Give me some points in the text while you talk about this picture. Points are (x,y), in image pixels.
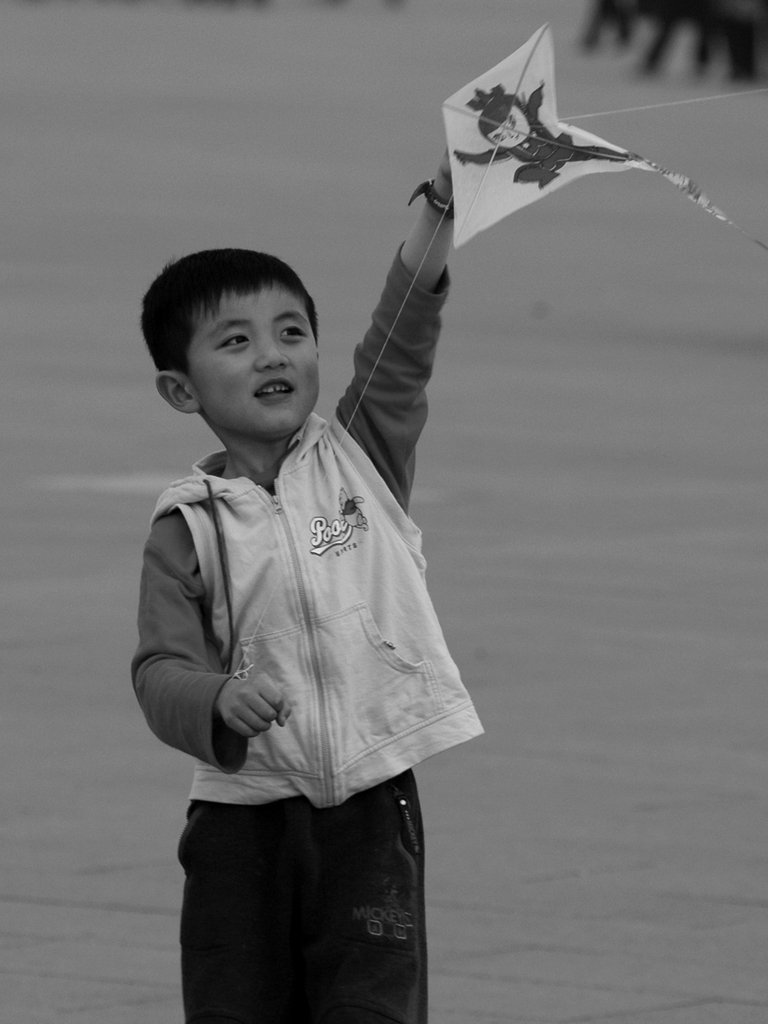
In this image we can see there is a boy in the foreground (432,238) and he is holding a kite (451,99).
